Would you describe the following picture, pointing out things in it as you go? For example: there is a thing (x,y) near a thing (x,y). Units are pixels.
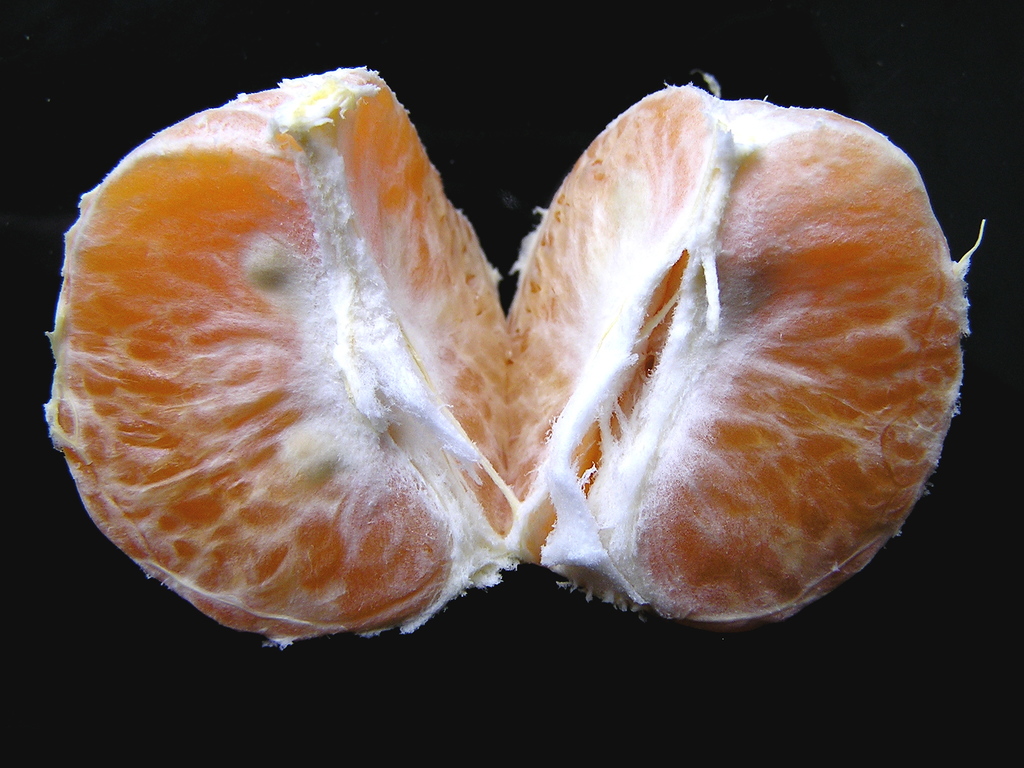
In this picture we can see there are two orange pieces (339,363). Behind the orange pieces (321,334), there is the dark background (42,657).
